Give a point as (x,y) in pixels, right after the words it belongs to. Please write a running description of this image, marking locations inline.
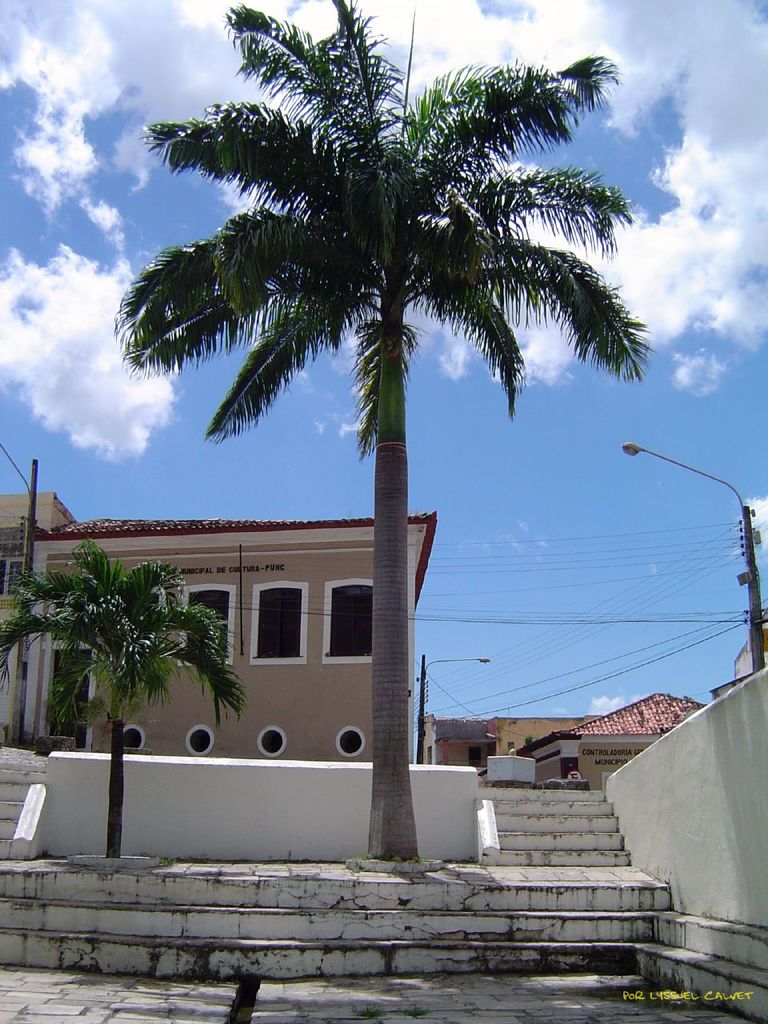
In the picture we can see a tree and near to it, we can see some steps (510,868) and behind it, we can see a house building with glass windows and beside it, we can see a pole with light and beside it, we can see some other houses (572,759) and a pole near it with some wires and light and in the background (543,479) we can see a sky (421,362) with clouds (6,312).
